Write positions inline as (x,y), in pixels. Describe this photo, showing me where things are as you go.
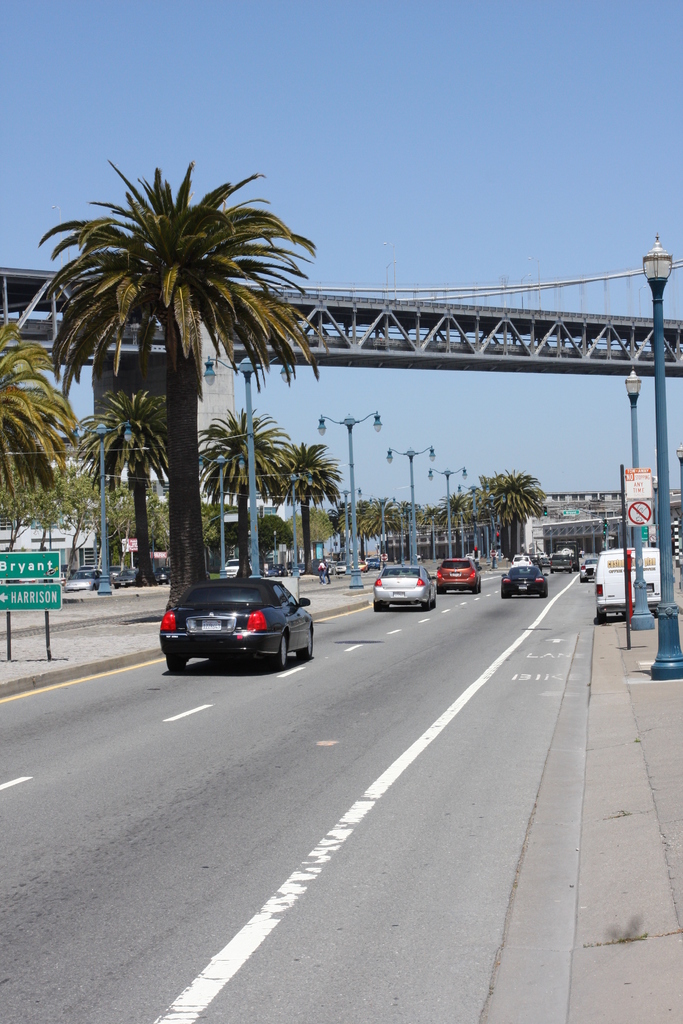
In this image there are trees (368,524) and we can see cars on the road (474,611) and there are boards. In the background (347,468) there are buildings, poles (251,411) and sky (397,249). We can see a bridge (476,314).
